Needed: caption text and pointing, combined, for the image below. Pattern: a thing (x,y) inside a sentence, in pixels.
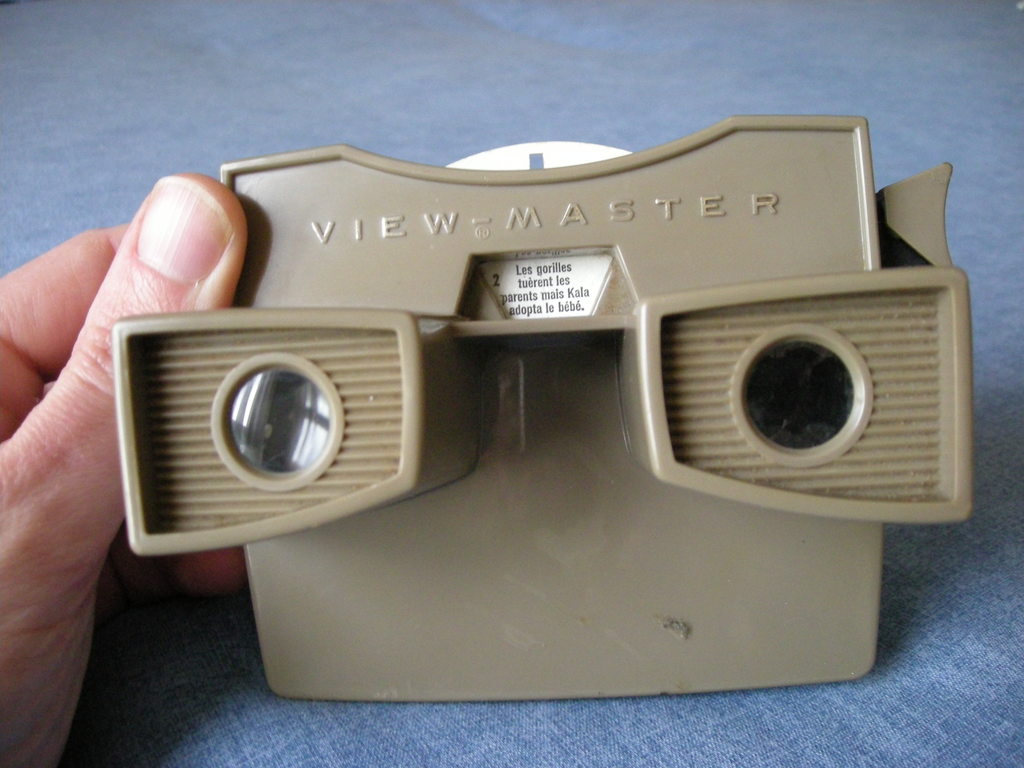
In this image we can see a person's hand (97,311) with an object (459,259). On the object (546,243) something is written. And it is on a blue surface (805,687).
